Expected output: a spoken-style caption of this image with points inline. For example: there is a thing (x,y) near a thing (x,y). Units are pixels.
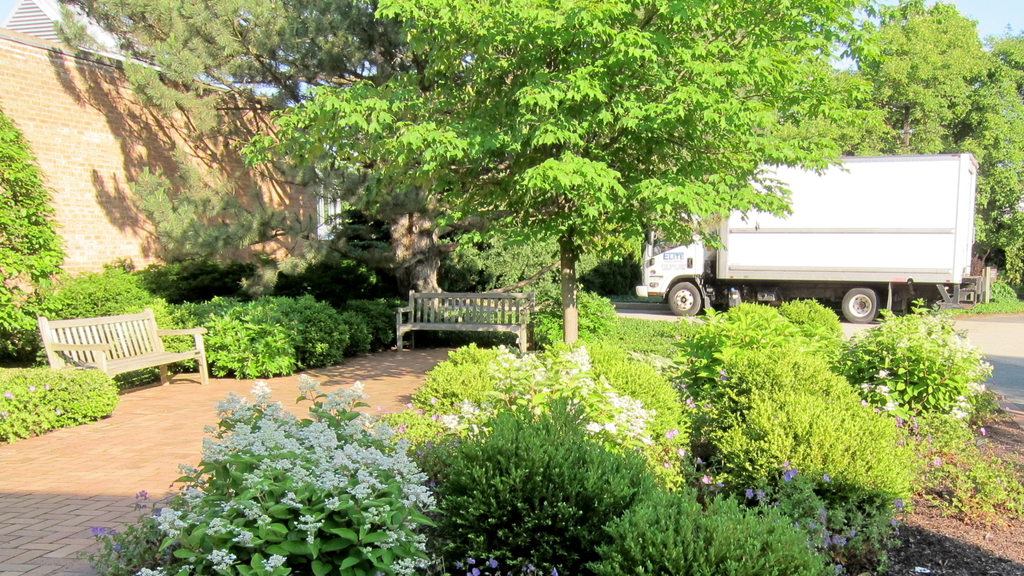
in this picture we see a truck (947,161) and few trees (720,35) and couple of benches (524,336) and few plants (479,554) with flowers (231,419).
